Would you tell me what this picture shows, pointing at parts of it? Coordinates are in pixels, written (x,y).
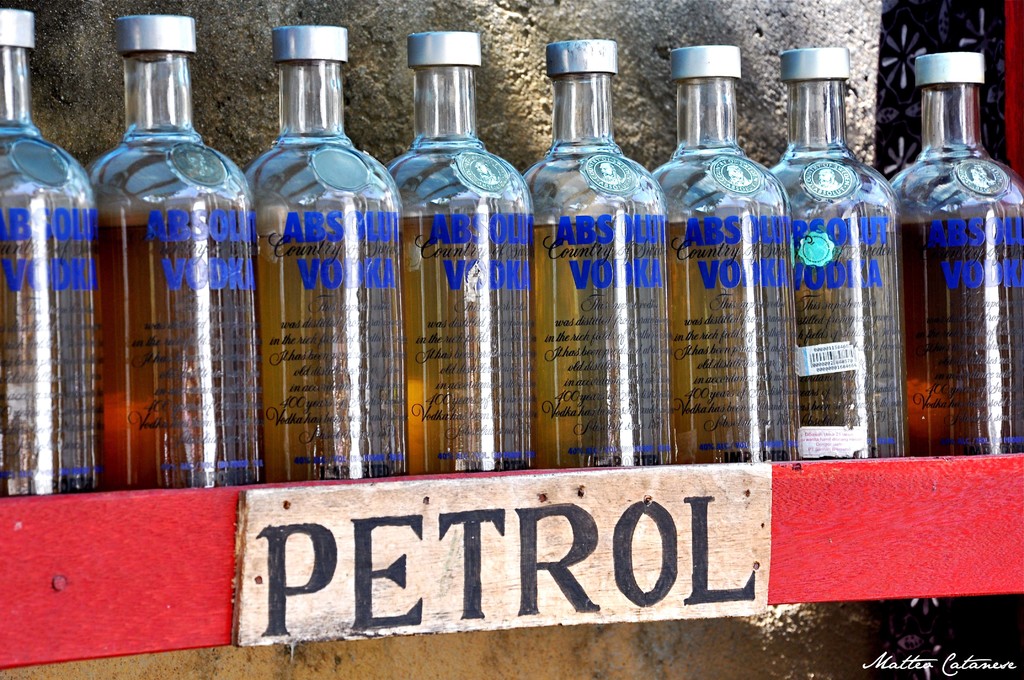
In this image i can see few glass bottles (495,206) with some liquid (978,355) in them, i can see a board (474,579) with a writing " petrol" on it. In the background (514,96) i can see the wall (510,87).
